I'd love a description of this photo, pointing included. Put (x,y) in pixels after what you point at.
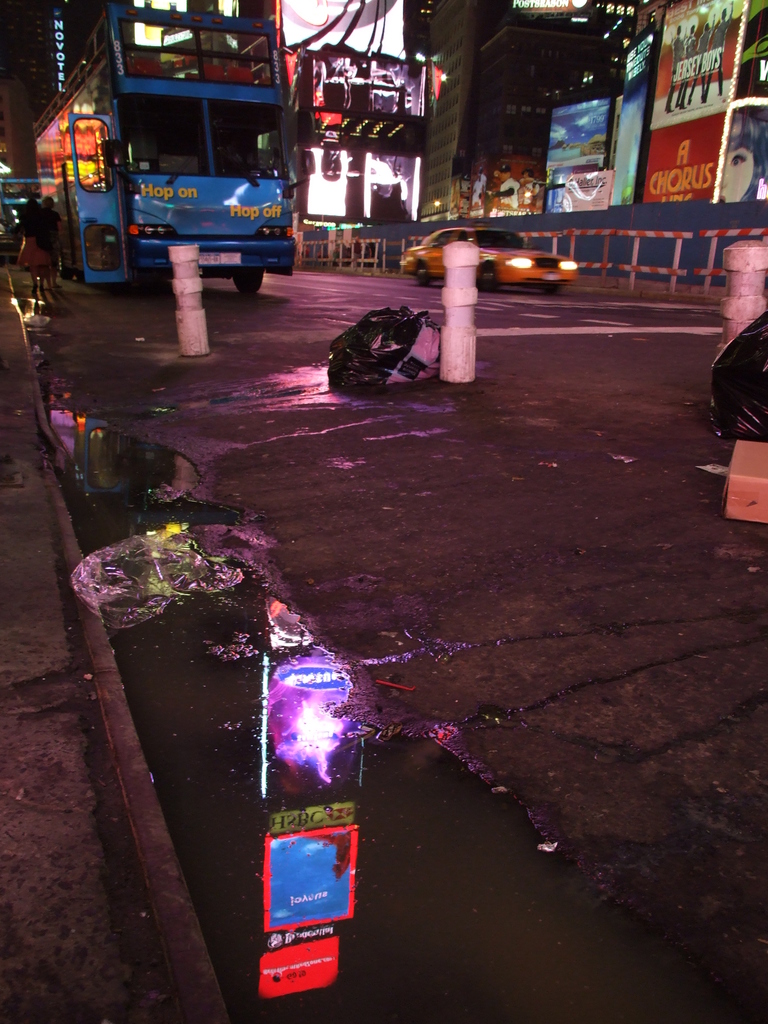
In this image there is a road (333,276), on that road (488,313) there are vehicles (503,242) and poles (192,306), in the background (337,6) there are shops (576,209).
